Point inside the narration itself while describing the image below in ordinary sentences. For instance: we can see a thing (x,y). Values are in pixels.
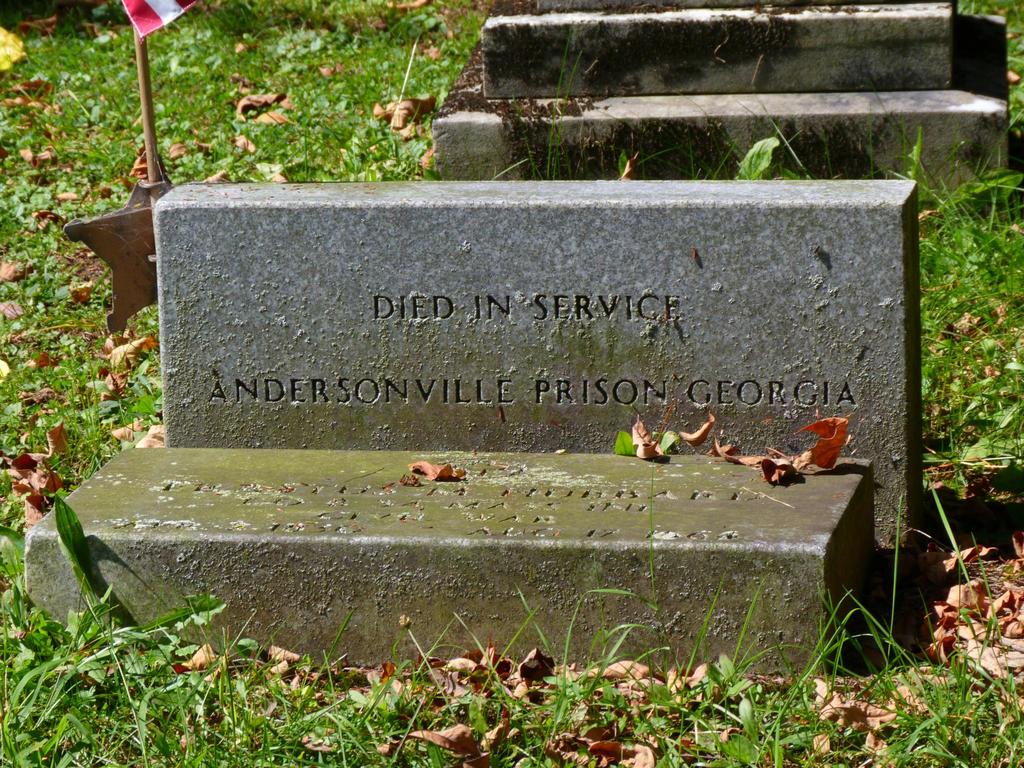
In this image I can see few stones (568,149) and on these stones (607,431) I can see something is written. I can also see grass (184,23), a red colour thing (153,7) in the background (148,26) and I can also see number of leaves (46,221) on ground (923,359).
